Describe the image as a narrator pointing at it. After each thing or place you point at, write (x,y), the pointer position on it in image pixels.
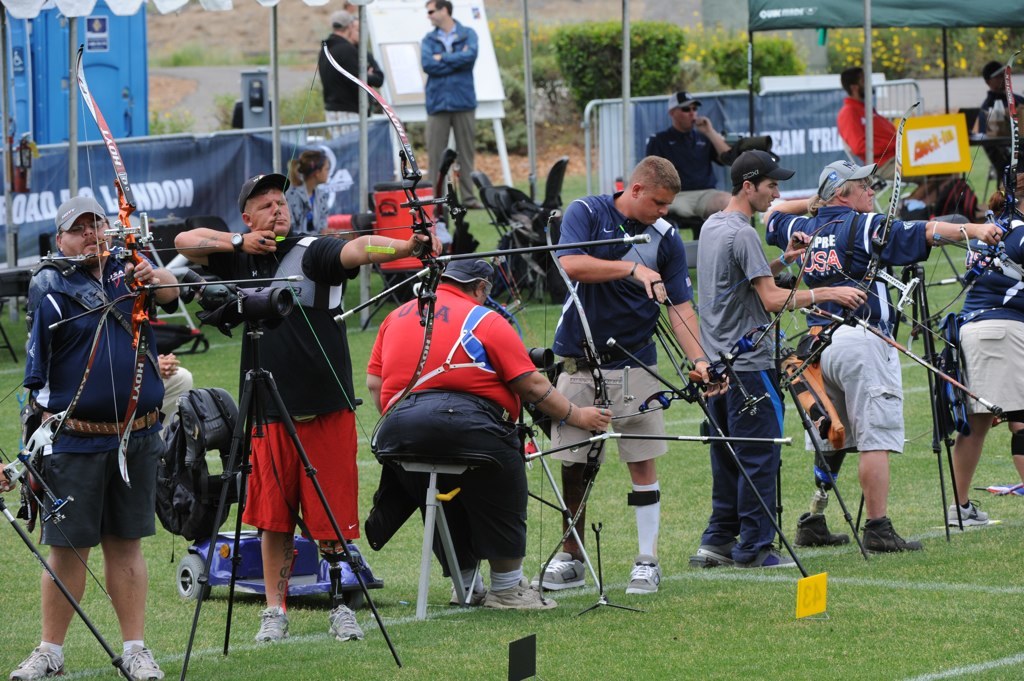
This picture is clicked outside. In the center (611,244) we can see the group of people (104,424) standing on the ground (380,298) and playing archery and there are some items (405,459) placed on the ground (571,186). In the background (836,3) we can see a tent (855,6), group of people (667,148), banners (776,108) on which the text (810,141) is printed and some other objects (625,38) and plants (644,39).
